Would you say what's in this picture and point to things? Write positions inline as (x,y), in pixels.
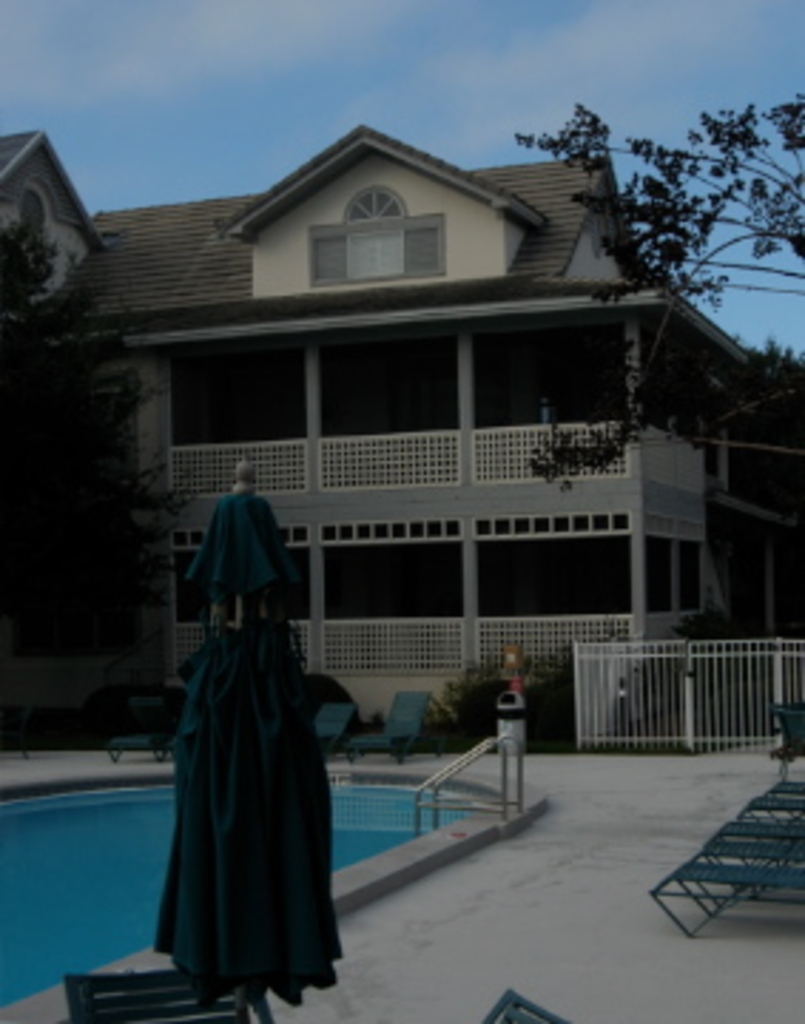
This is the swimming pool (60,866) on the left side of an image (16,887), in the middle (460,485) it is a building (450,511), at the top (236,79) it is the sky (288,127).
